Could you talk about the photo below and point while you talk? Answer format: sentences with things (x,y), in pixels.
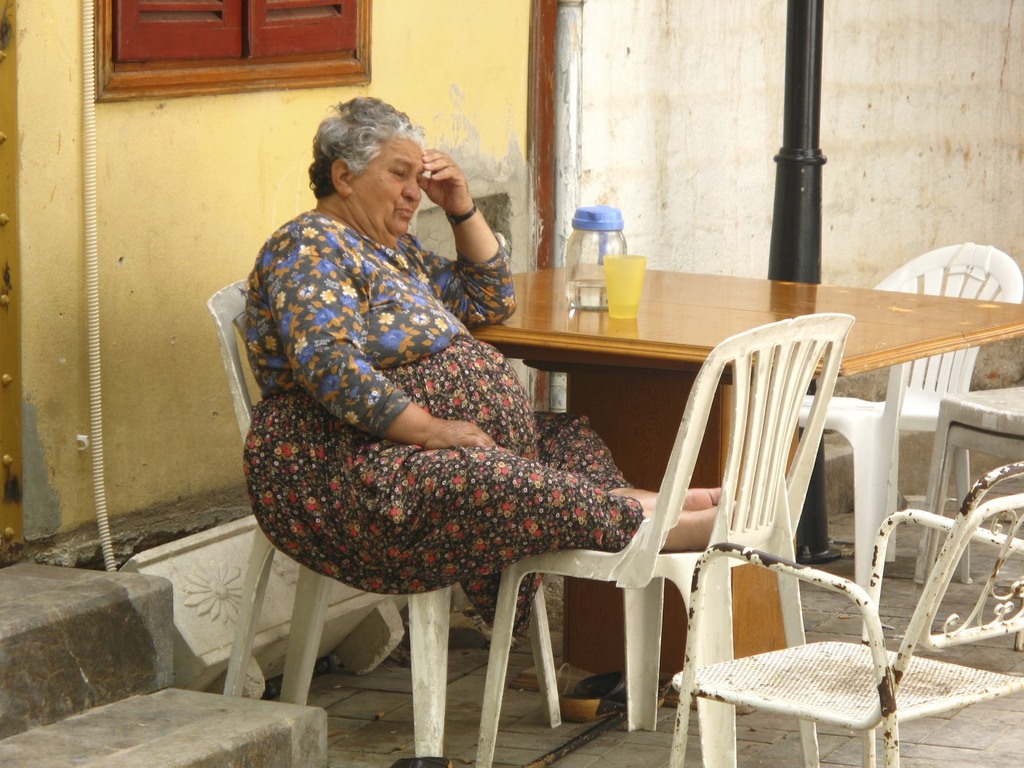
In this picture we can see a woman (293,372) sitting on chair (240,413) and kept her leg (651,499) on other chair (599,560) and she is resting her hand (452,200) on a table (785,291) where on table (557,285) we can see a jar (597,277) and a glass (616,264) and aside to this table (915,301) we have some more chairs (995,276) and in background (661,71) we can see wall (689,79), pole (795,52) and here it is a window (304,7), pipe (93,158), steps (165,611) to the left of the woman (630,528).
